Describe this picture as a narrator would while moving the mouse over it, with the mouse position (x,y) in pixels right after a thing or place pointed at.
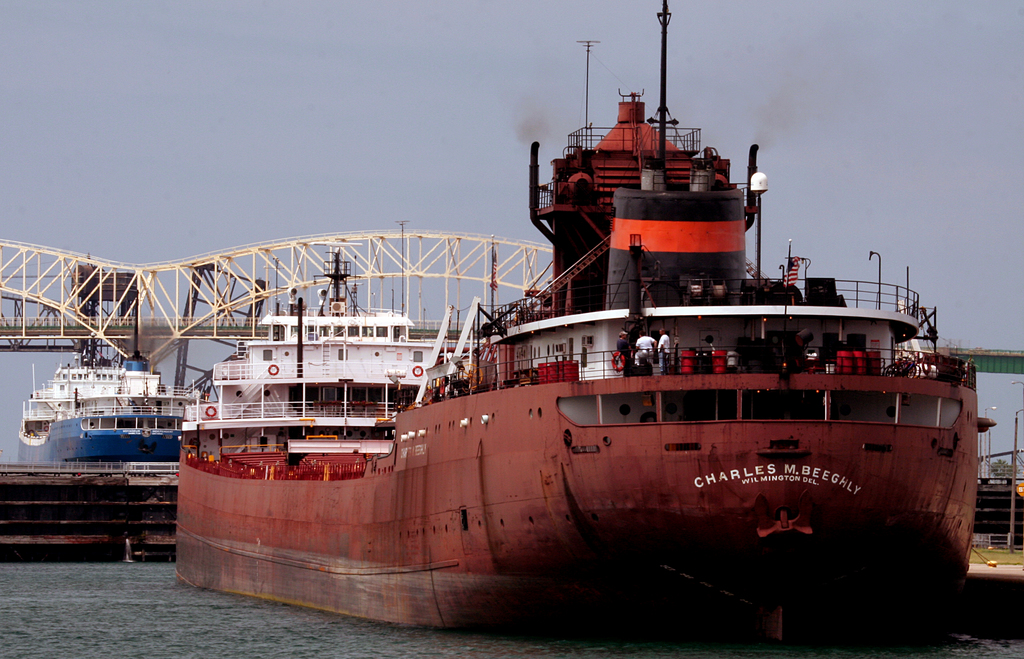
In this image in the front (381,495) there is a ship (384,494) with some text (743,479) written on it and there are persons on the ship (595,375) and there are objects (662,259) which are black in colour on the ship (682,256). In the background (156,414) there is a blue colour ship (80,432) and on the top of the ship (72,442) there is a bridge (110,333). On the right side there is grass (1005,557) on the ground (1004,546) and there are poles (1012,458), trees (1003,468).
